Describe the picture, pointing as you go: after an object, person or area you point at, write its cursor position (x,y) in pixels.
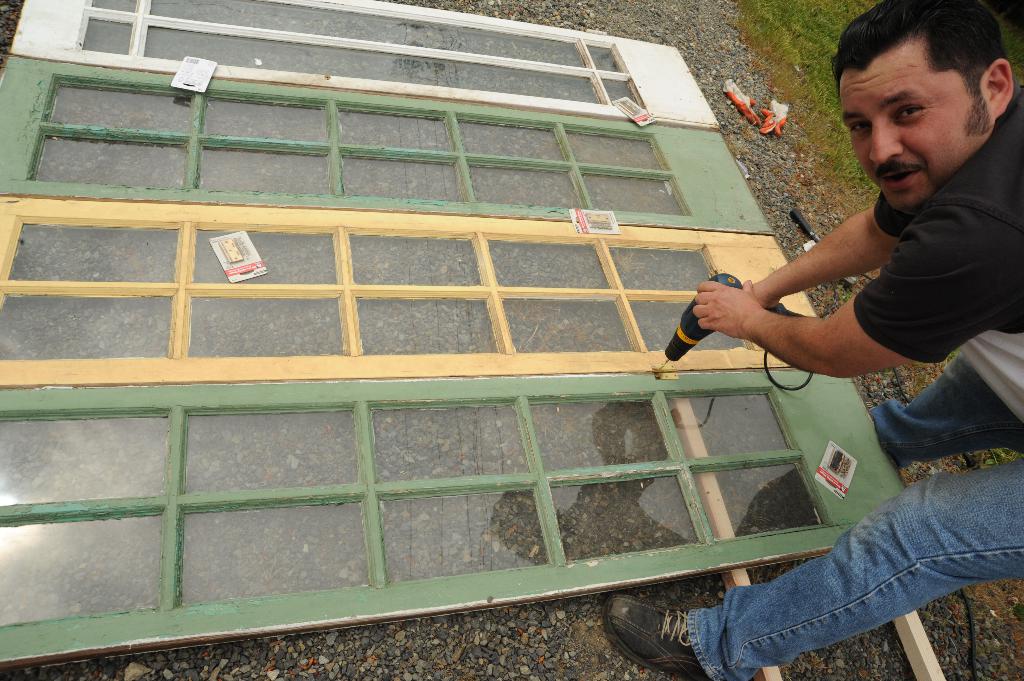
In the image we can see a man (897,499) wearing clothes (949,540), shoes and holding an object (687,327) in hand (705,307). Here we can see a wooden door (442,351) with glass windows (247,425). Here we can see the gravel (495,635) and grass (806,50).
